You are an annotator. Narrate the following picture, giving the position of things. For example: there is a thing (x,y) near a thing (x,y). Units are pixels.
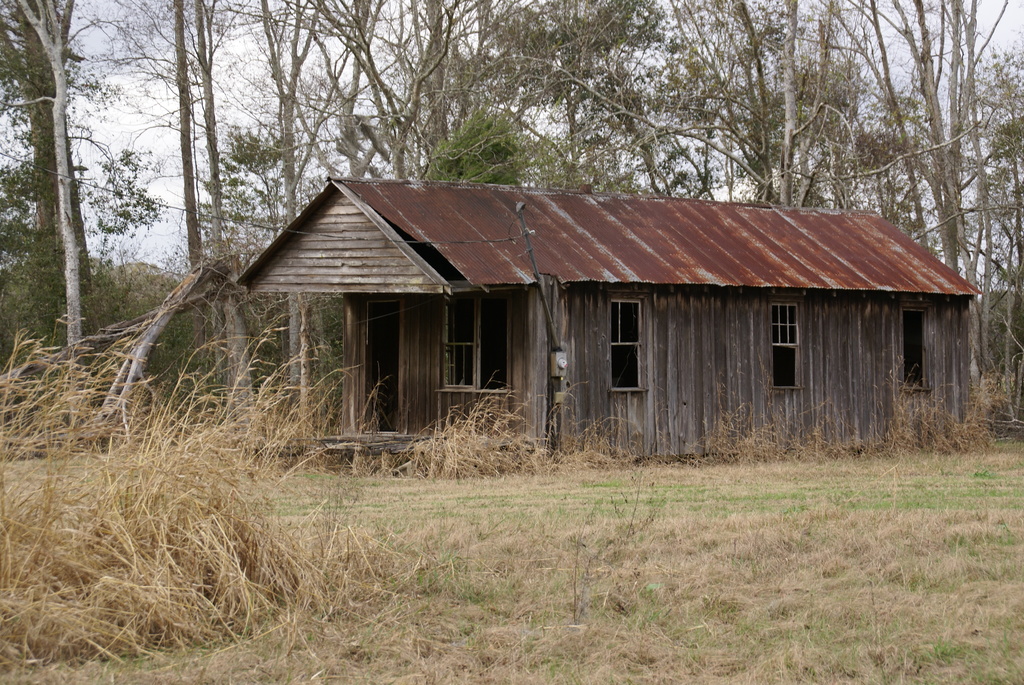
In the foreground of this image (630,618), there is grass land (713,590), a house (860,438), a wooden pole (539,276) and a cable (367,238). In the background (542,114), there are trees (464,118) and the sky (118,121).
